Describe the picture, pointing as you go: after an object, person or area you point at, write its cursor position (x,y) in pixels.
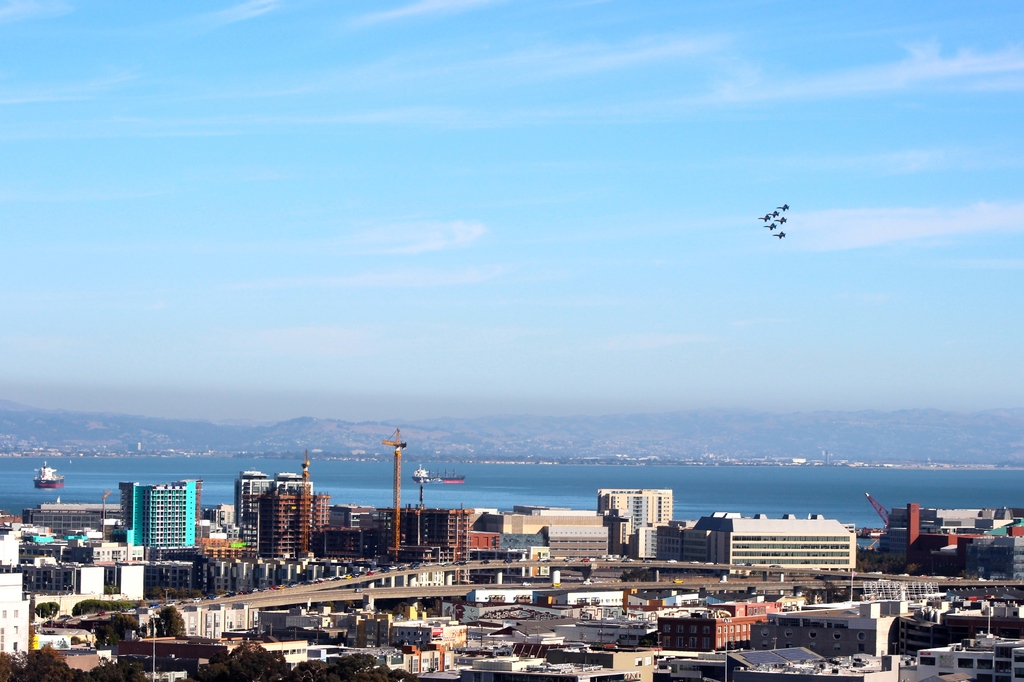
In this image we can see buildings (958,515), hills (610,419), water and we can also see something flying in the sky (440,263).
